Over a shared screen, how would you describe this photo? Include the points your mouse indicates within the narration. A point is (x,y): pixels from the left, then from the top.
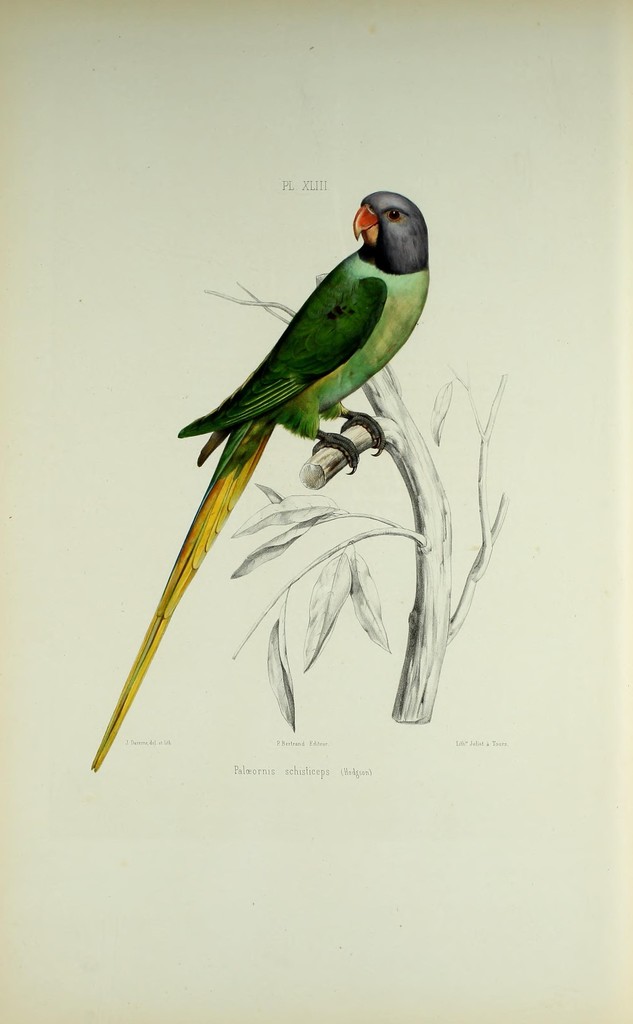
In this image, we can see a picture (417,588), in that picture (400,496), we can see a parrot (371,355) sitting on the plant (335,457).
